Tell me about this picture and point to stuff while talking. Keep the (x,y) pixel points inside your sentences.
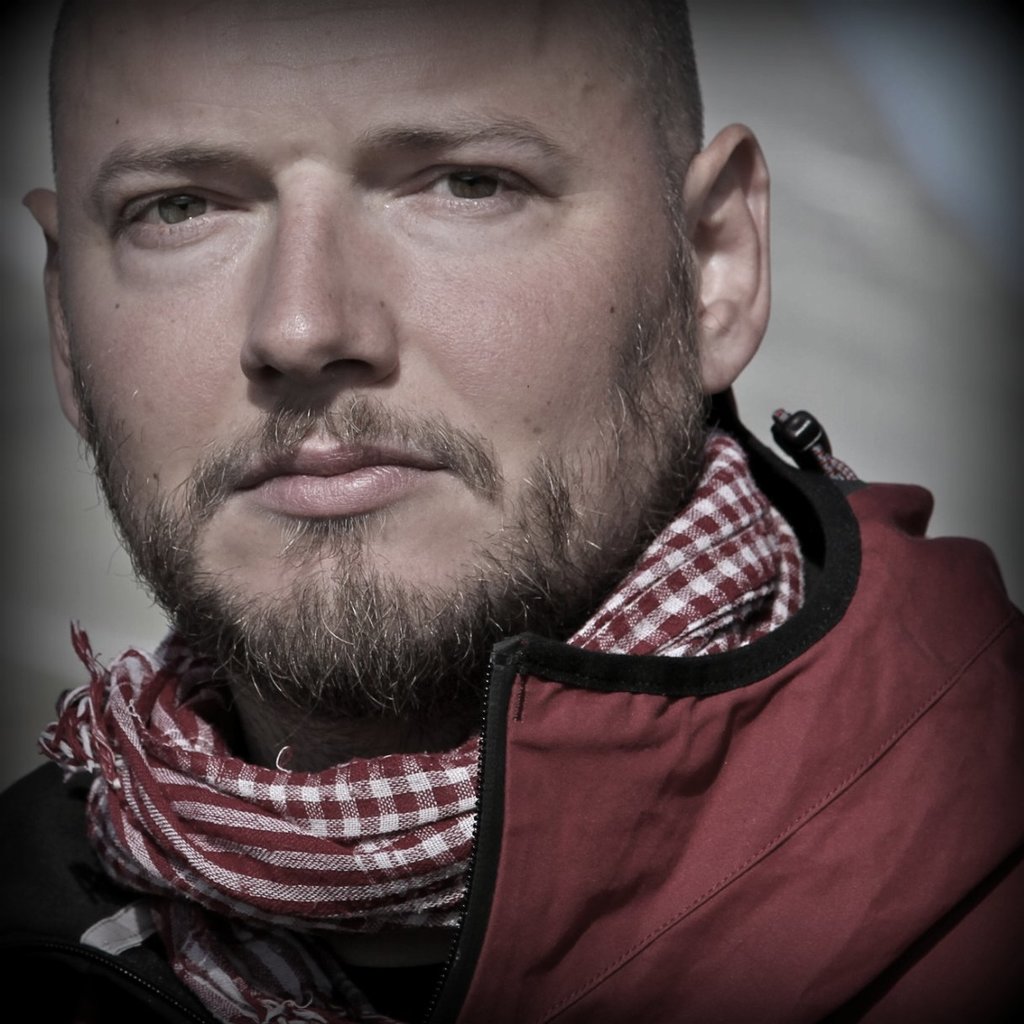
In this image I can see a man (321,558) and I can see he is wearing red colour dress (649,662). I can also see a cloth (258,822) around his neck (399,750) and I can see this image is blurry in the background (47,6).
